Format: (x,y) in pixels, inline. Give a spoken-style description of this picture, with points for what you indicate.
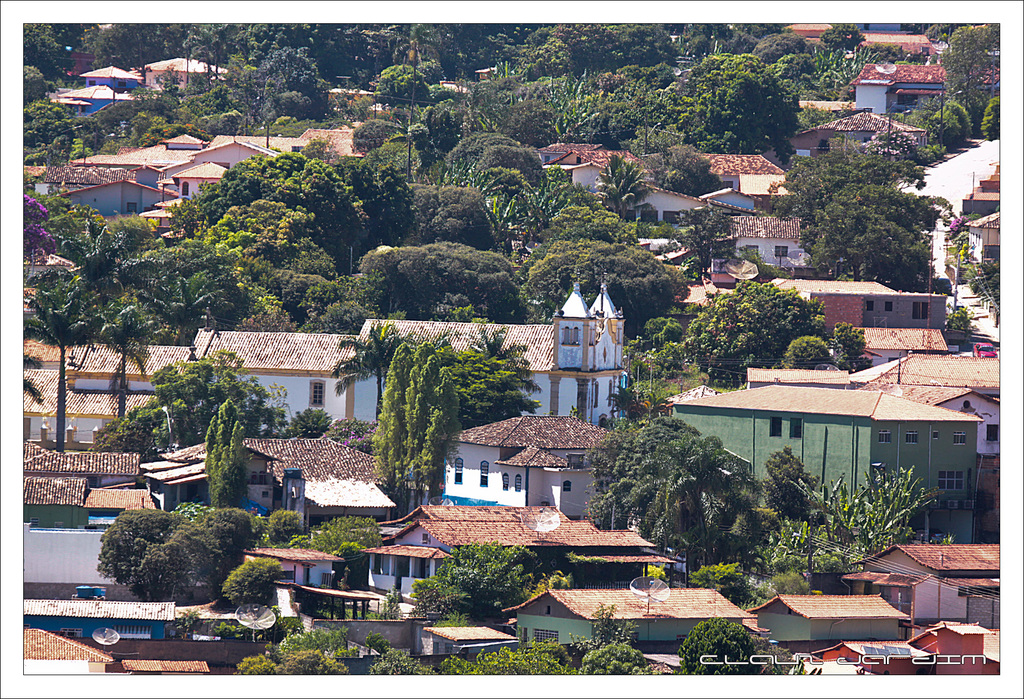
In this image we can see many sheds (344,482) and trees (485,284).
